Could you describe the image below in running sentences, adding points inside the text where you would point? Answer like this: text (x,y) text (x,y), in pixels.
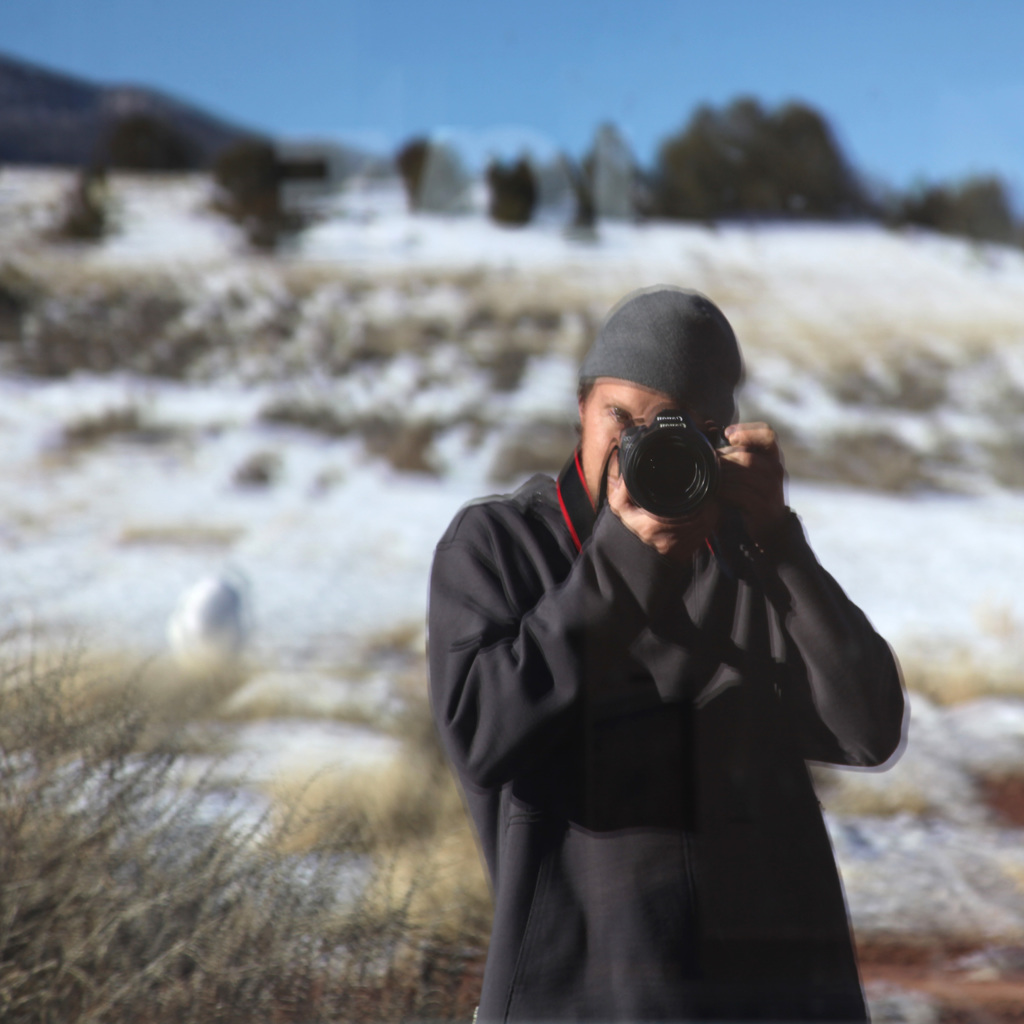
In this image I can see a person (698,700) wearing a black jacket (603,779) is standing and holding a camera (647,482) in his hand (645,525), i can see he is wearing a hat (669,349). In the background (643,202) I can see few trees (673,191), snow (338,542), a mountain (67,108) and the sky (476,89).
